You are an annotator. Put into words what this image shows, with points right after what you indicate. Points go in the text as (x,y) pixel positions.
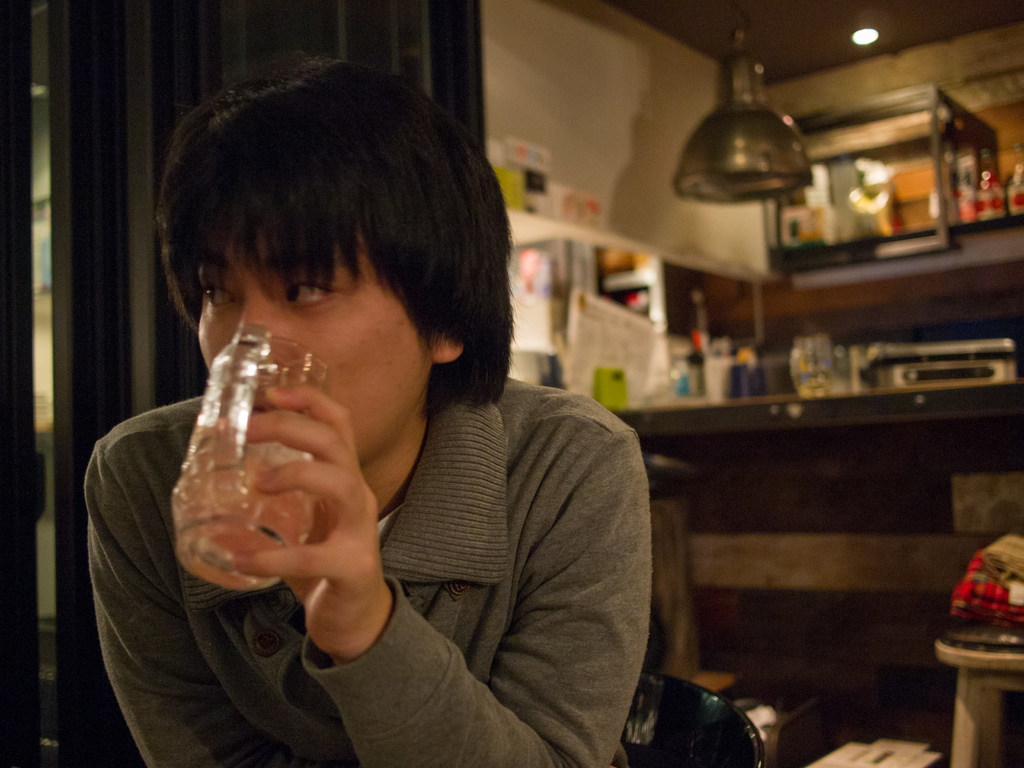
In this image, we can see a person (382,483) holding an object (236,527) and in the background (151,85), there is a curtain (153,84) and we can see a light (866,38) and some other objects (723,370) and a wall (563,130) and some posters (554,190), a stand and we can see a chair (671,714) and a stool (980,670). At the top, there is a roof (755,19).
